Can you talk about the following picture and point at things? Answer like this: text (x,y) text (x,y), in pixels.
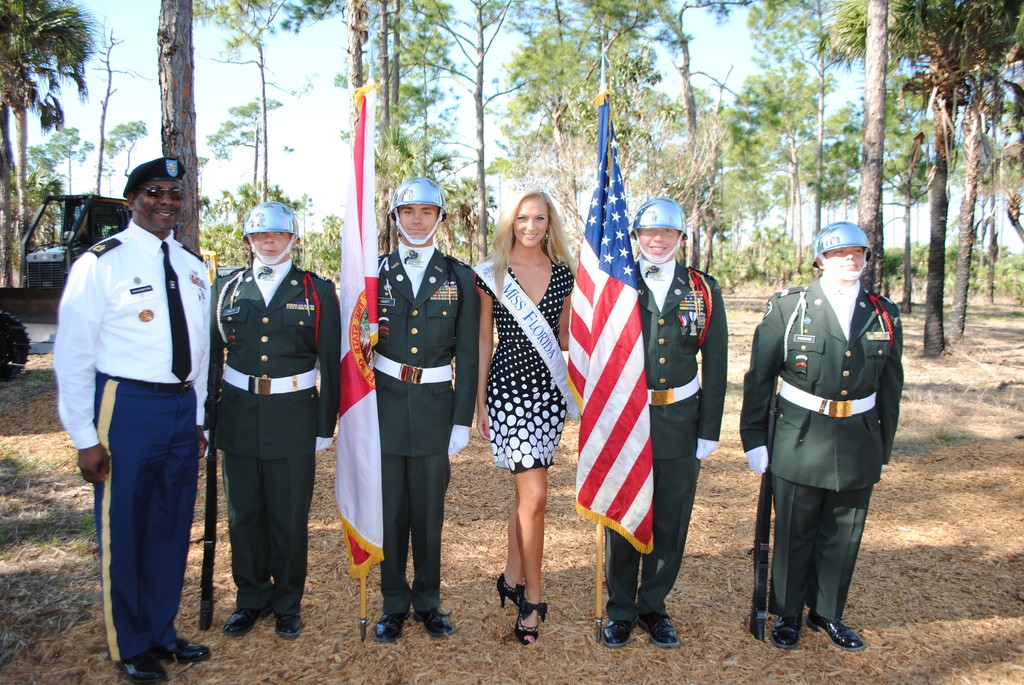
In this picture I can observe six members (411,332) standing on the land (462,462). Two of them (683,382) are holding flags (616,343) in the middle of the picture (616,343). In the background (295,97) I can observe sky (296,64).
